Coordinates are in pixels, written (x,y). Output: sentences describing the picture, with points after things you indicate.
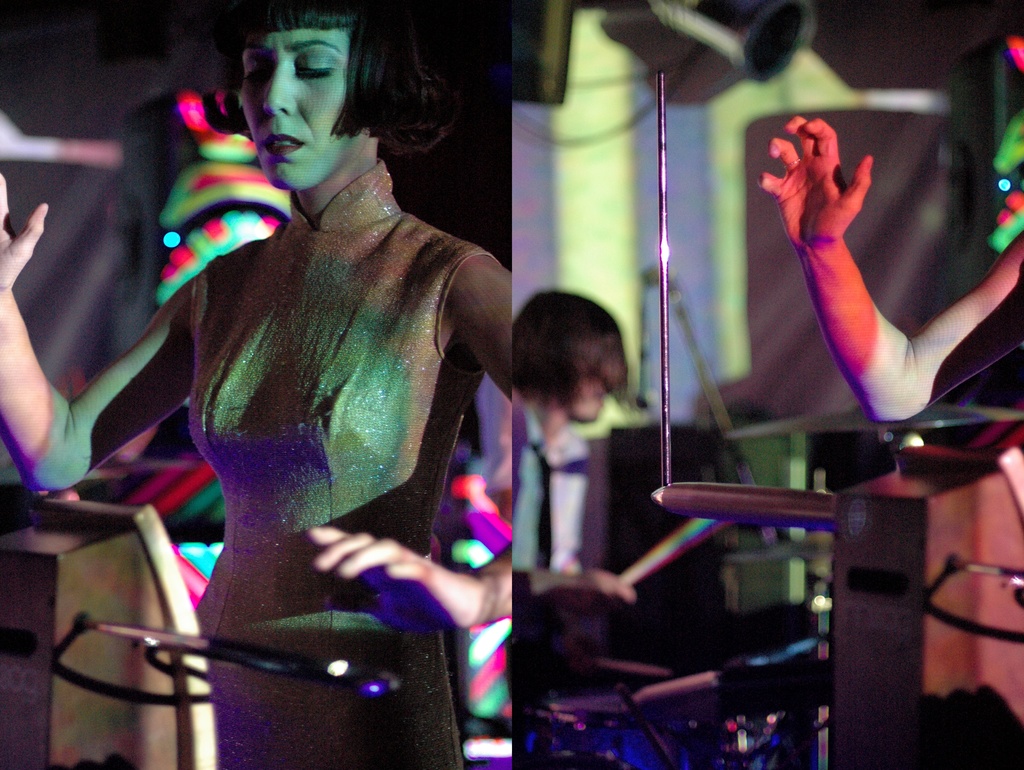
This is a collage image, in this image there is a women (325,414) standing in front of an object (201,674), in other image a person (565,463) sitting on chair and on the right side (902,355) there is a hand (851,341).
